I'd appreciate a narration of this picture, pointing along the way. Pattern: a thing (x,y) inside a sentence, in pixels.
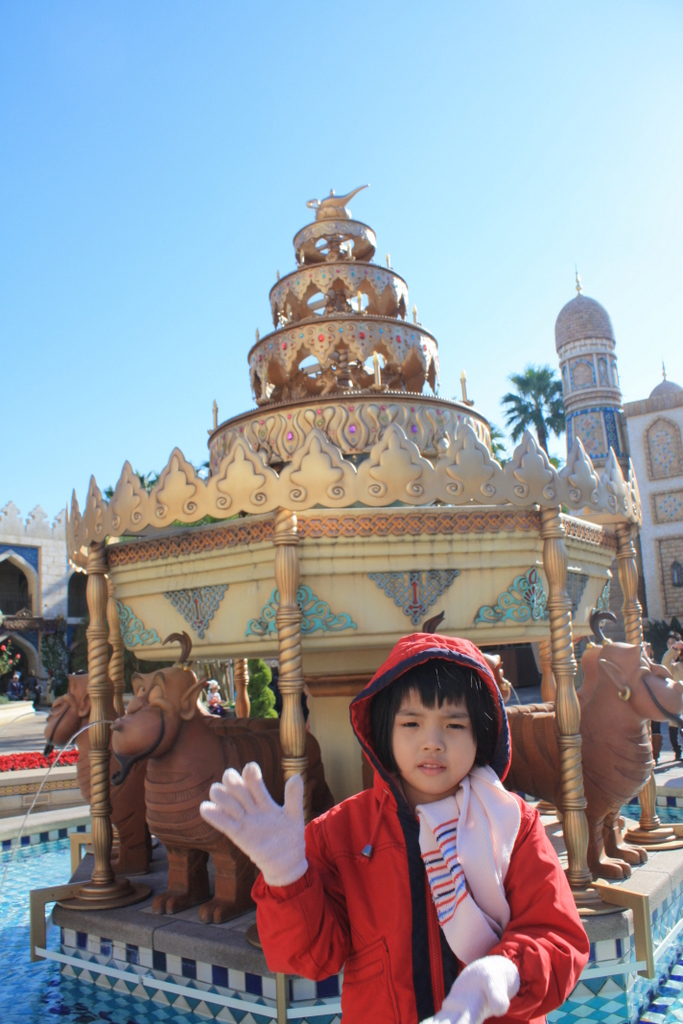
In this image we can see a child (403,744) wearing the red color sweater (384,847) and also the hand gloves (468,1013). In the background (180,642) we can see the water fountain (493,489) and also the depiction of animals (198,725). We can also see the red color flowers (22,756) and also trees (519,403) and a castle (600,410). Sky (620,350) is also visible at the top (280,214).
